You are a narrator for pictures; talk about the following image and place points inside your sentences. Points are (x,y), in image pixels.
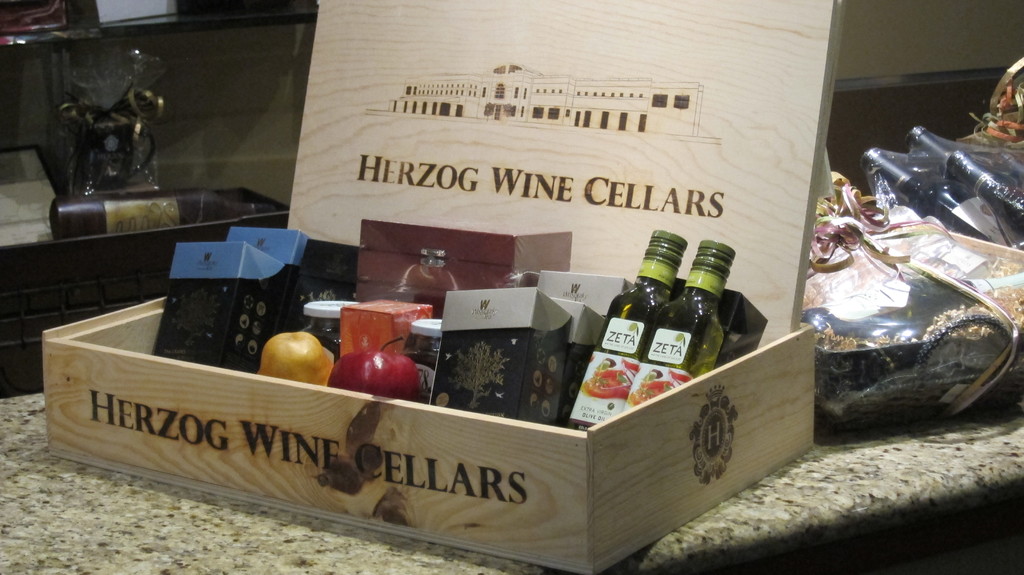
As we can see in the image there is a box (641,31) and basket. In boxes (634,409) there are bottles (618,358) and fruits (316,357).
